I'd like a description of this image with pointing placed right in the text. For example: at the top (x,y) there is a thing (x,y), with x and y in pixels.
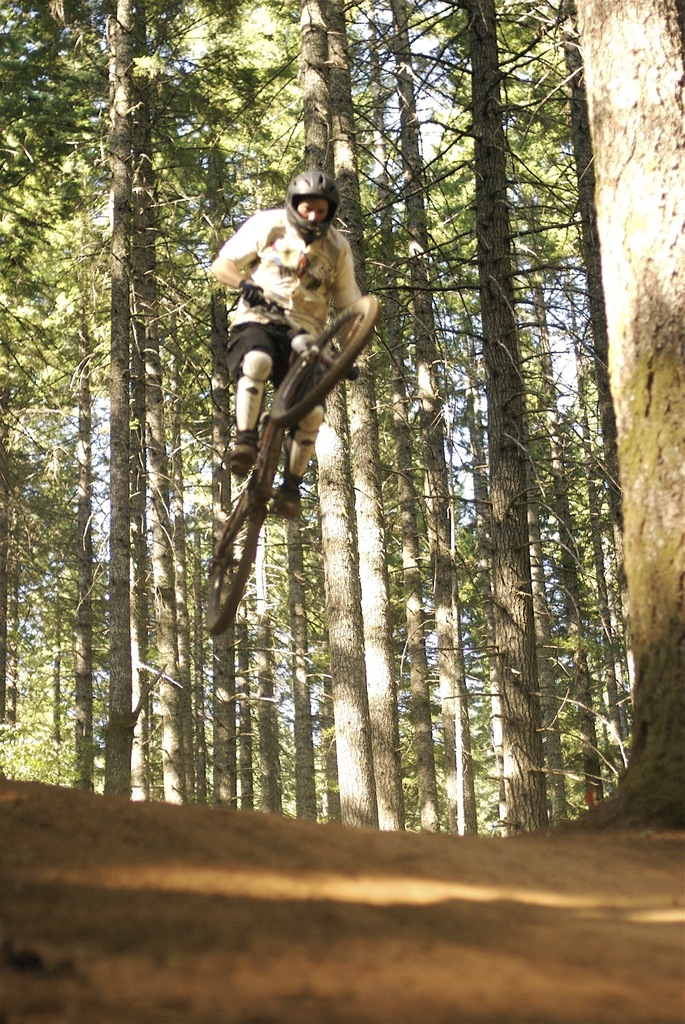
In the image there is a man (280,275) on bicycle (263,453) doing stunts. In background (353,510) it's all trees (372,616).
